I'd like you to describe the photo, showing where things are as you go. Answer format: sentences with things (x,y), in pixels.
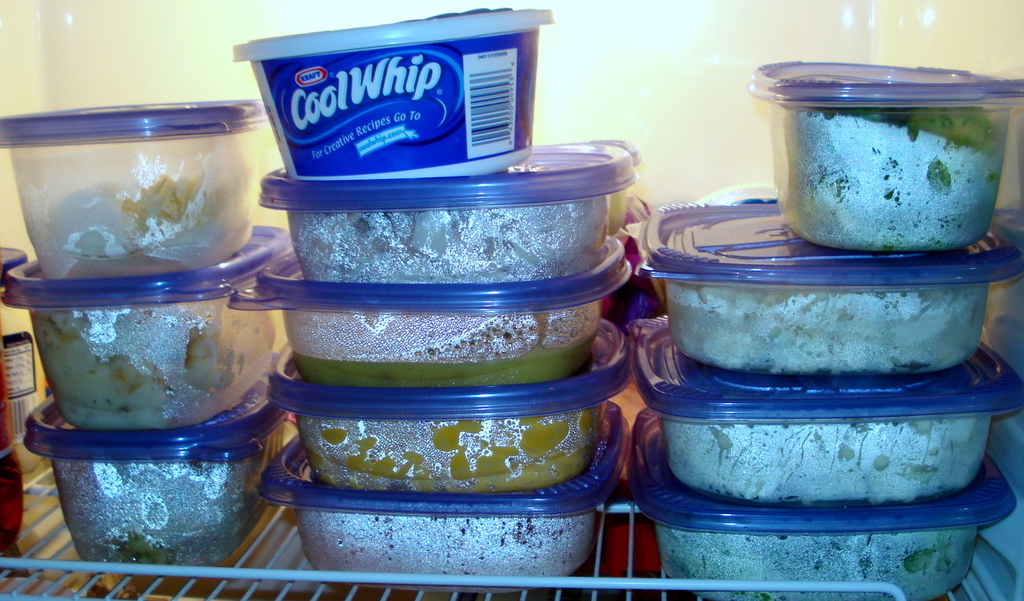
In this picture we can see inside the fridge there are many boxes (100,331) on the rack (122,563).
